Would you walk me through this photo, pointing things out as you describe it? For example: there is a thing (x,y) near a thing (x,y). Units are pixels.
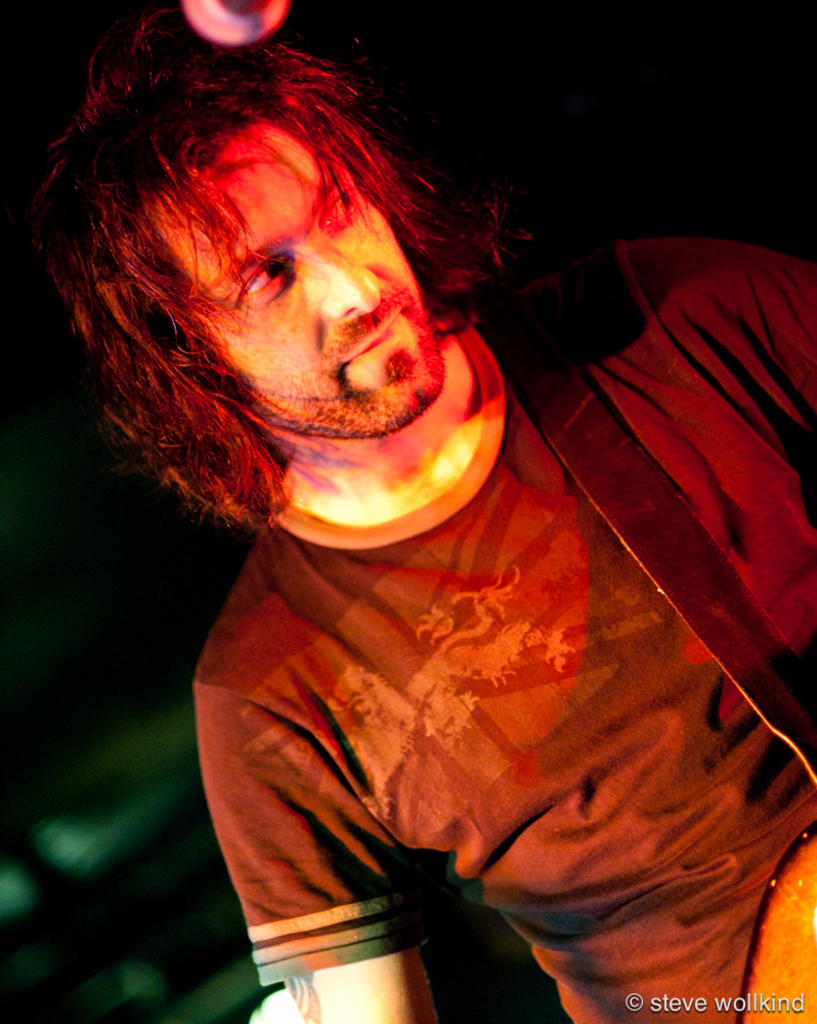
This picture shows a man (501,757) standing and holding a guitar (784,915) and we see a microphone (241,21).
